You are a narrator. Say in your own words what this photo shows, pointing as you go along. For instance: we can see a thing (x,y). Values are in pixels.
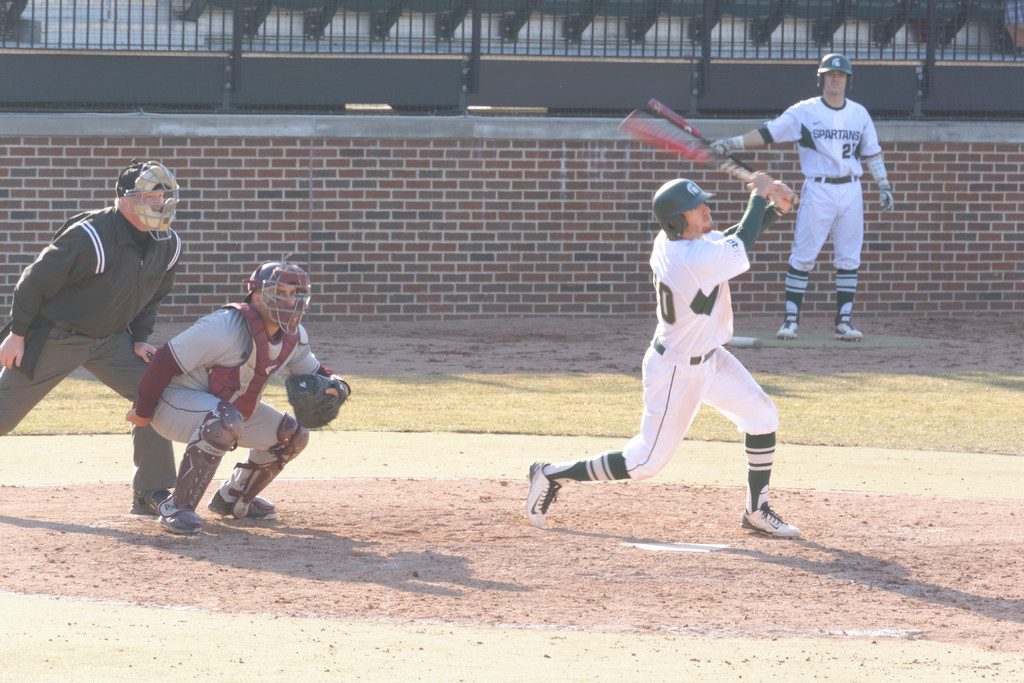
In the picture we can see a ground (591,534), on it we can see a man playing baseball holding a bat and hitting the ball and he is in sports wear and behind him we can see a person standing and bending he is in sports wear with a helmet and gloves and behind him also we can see a man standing in sports wear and in the background (803,98) we can see a man (810,254) standing near the wall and behind the wall (1001,251) we can see a railing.
